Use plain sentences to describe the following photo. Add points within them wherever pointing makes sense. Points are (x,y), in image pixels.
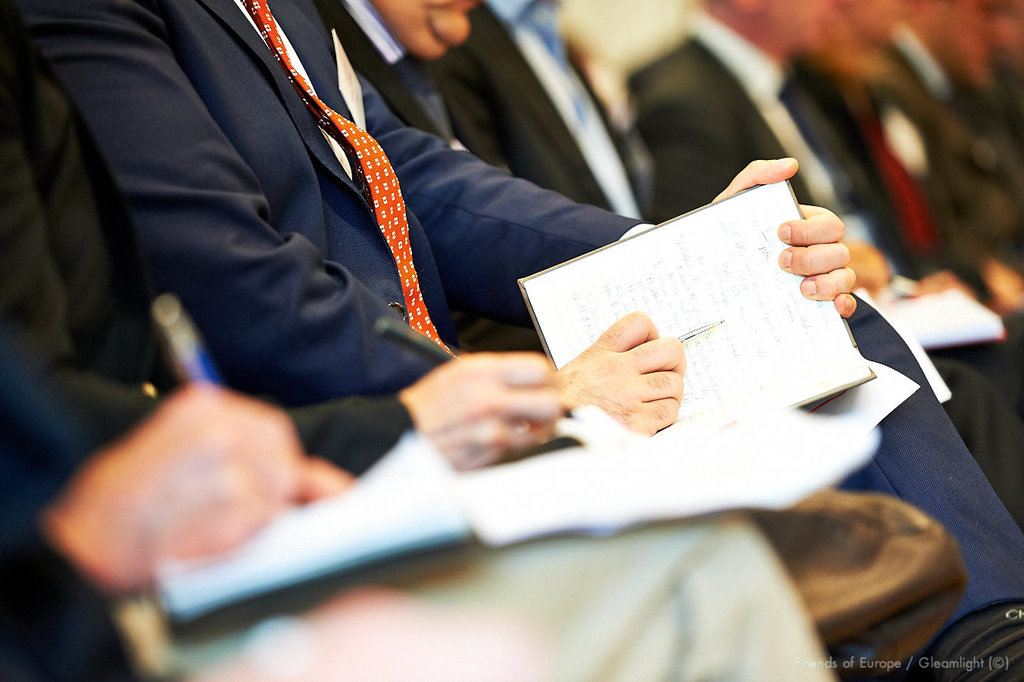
In this image I can see few people (151,368) sitting facing towards the right side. These people (264,525) are holding books (827,313) and pens (178,351) in their hands (487,439).
